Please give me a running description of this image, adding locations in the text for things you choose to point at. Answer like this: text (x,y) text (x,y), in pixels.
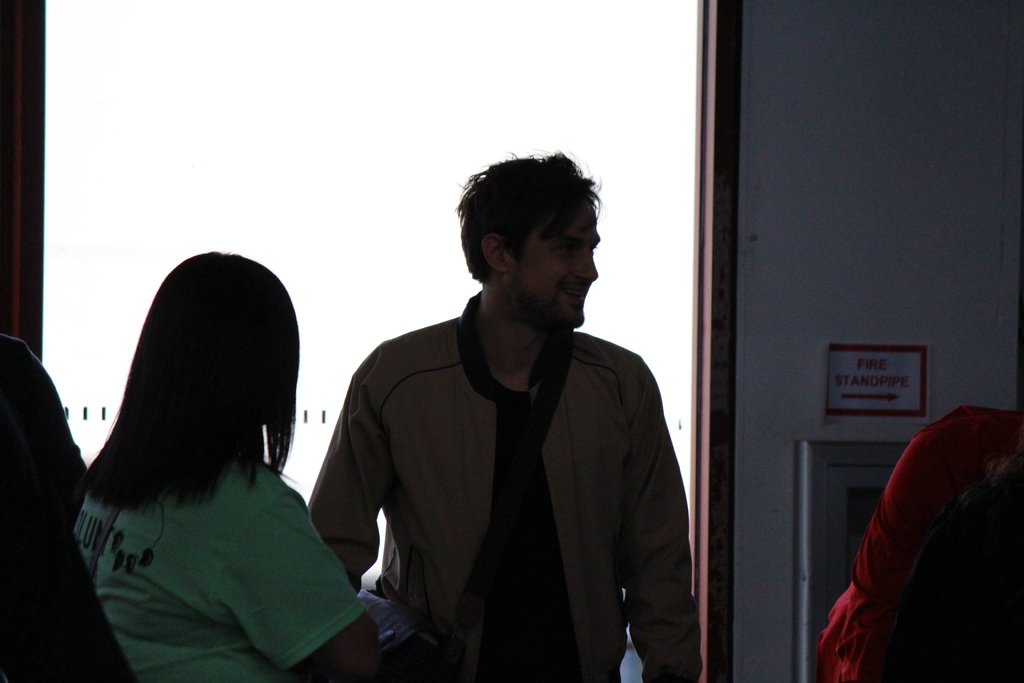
In this picture we can see two persons (138,546) standing. Behind the two persons (232,575), there is a white background (83,336). On the right side of the image (849,606), there is a red colored object (861,600) and there is a paper (829,407) and an object (825,468) attached to a wall (855,309).
